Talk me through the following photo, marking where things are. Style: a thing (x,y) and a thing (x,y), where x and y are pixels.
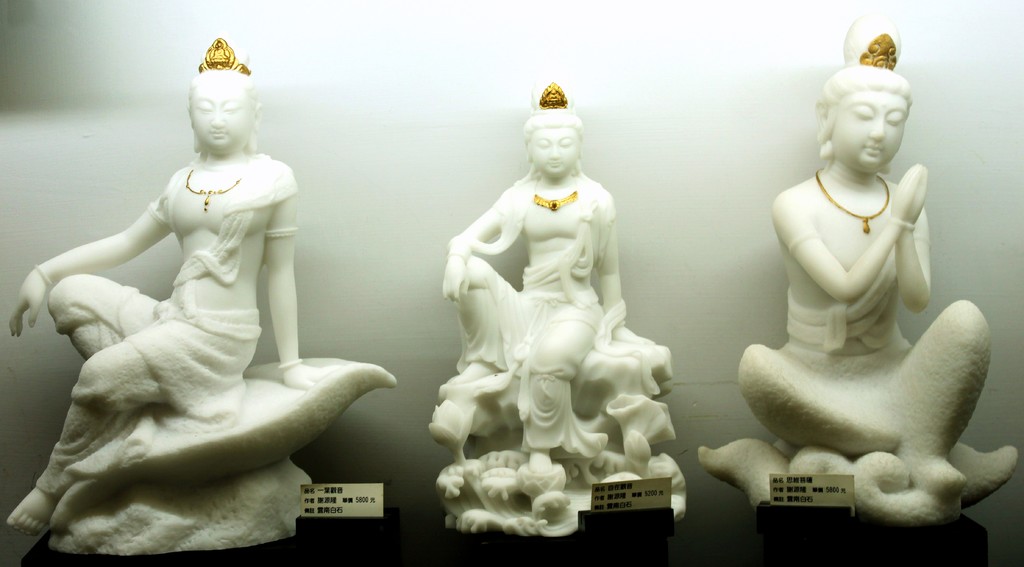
In the image we can see some idols (558,130). Behind the idols (485,325) there is wall (997,304).
